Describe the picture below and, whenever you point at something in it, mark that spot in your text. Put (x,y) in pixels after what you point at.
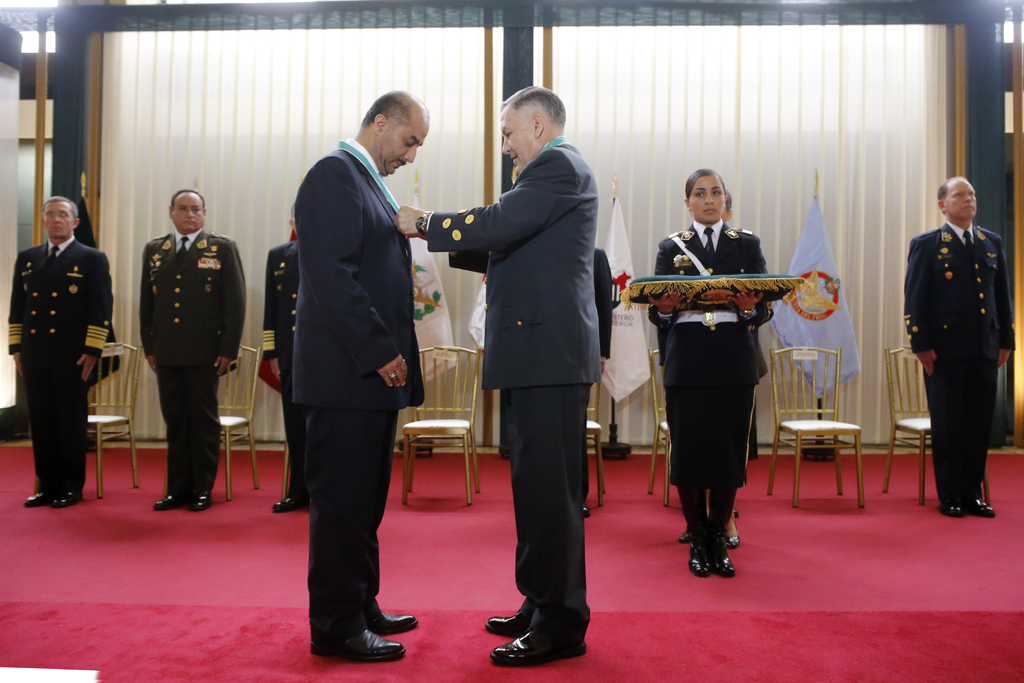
In this image I see few people (523,203) who are standing and I see that all of them are wearing uniforms (178,296) and this man (346,582) is wearing a suit (383,333) and I see that this woman (669,267) is holding a thing (768,290) in her hands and I see the red carpet (660,501). In the background (156,411) I see the chairs (467,350), flags (419,315) and the wall (335,122).
